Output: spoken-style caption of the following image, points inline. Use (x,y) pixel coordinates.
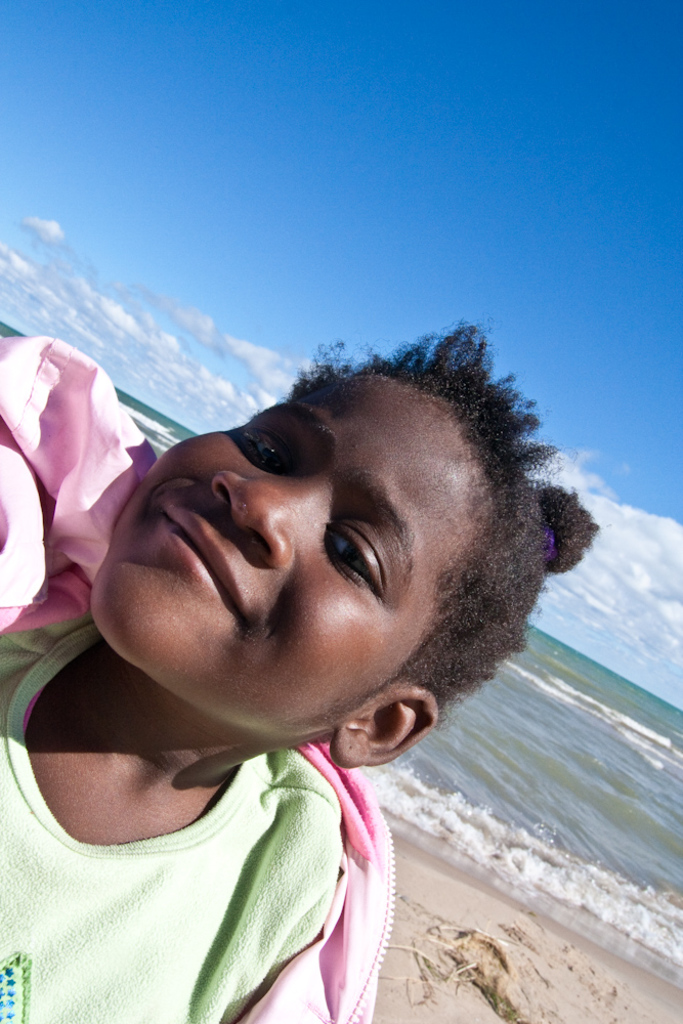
In the picture we can see a child (6,827) standing on the sand (429,979) and behind the child (80,730) we can see a sand (531,980), water (609,775) and far away from it we can see a sky (294,55) with clouds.
